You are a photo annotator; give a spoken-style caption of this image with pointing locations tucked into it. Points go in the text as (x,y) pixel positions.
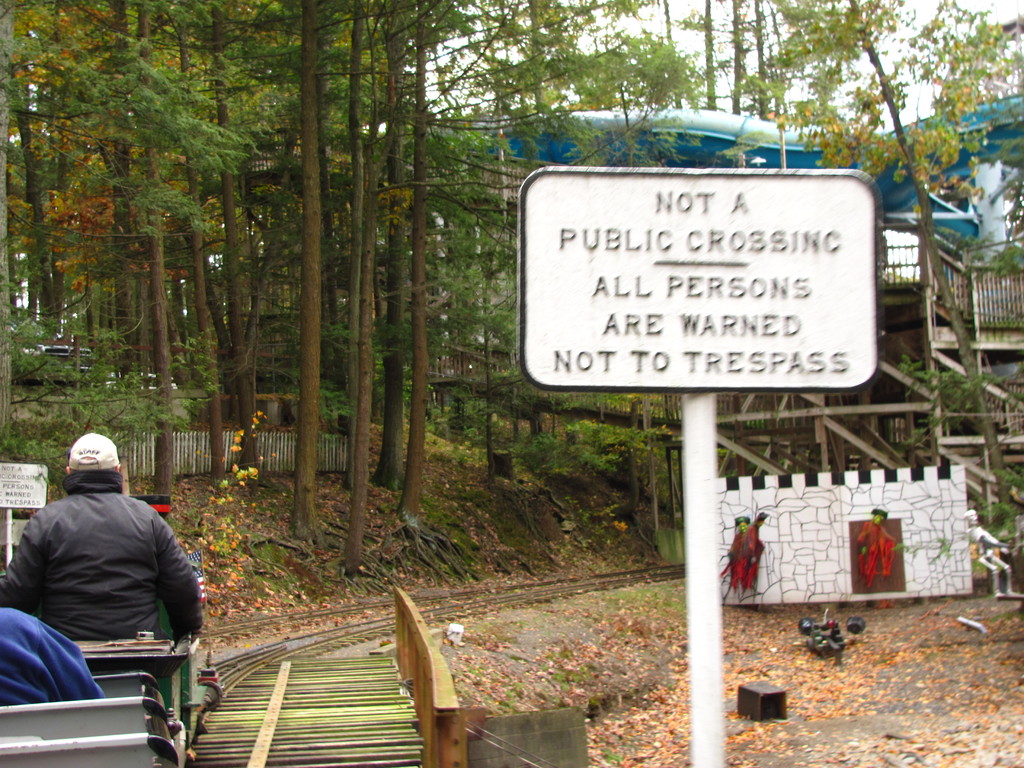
In this image, we can see a white color sign board (694,456) and at the left side (95,572) there is a man (74,631) sitting, in the background (3,390) there are some green trees (348,66).
